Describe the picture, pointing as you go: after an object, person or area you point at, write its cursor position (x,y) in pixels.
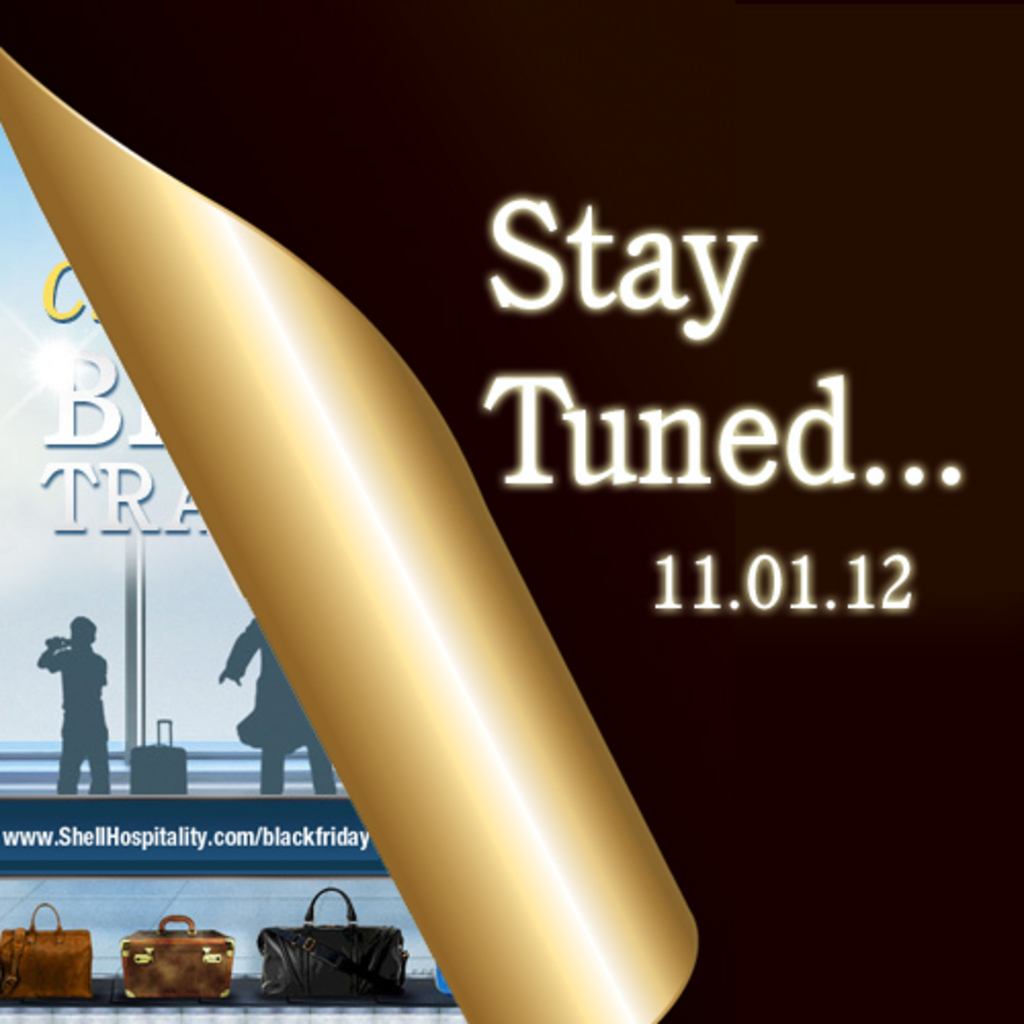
In this image, we can see a poster (544,415) with some images (212,992) and text (167,475).
